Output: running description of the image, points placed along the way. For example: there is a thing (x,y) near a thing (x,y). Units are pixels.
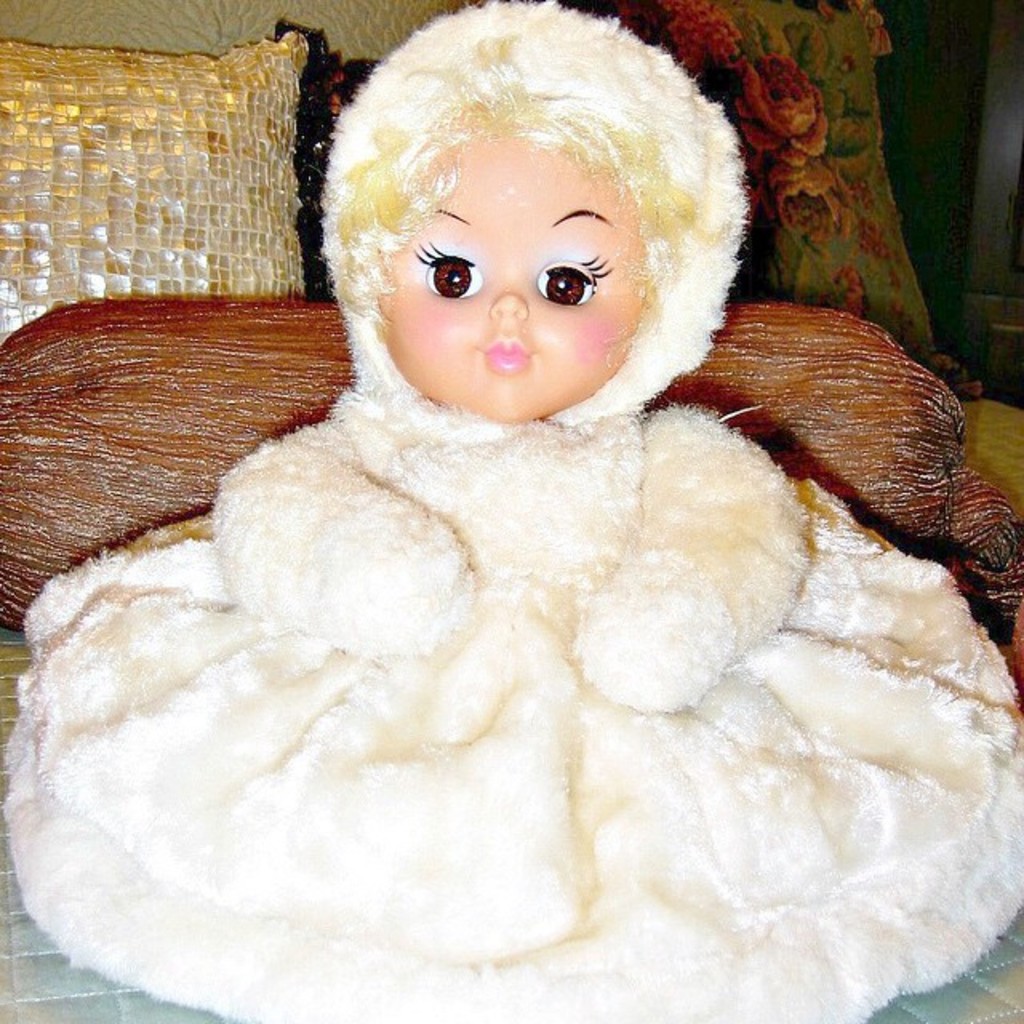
This image consists of a doll (475,603). In the background (169,385), there are cushions (241,406) and a pillow (71,561). At the bottom (44,975), it looks like a bed (69,989).
